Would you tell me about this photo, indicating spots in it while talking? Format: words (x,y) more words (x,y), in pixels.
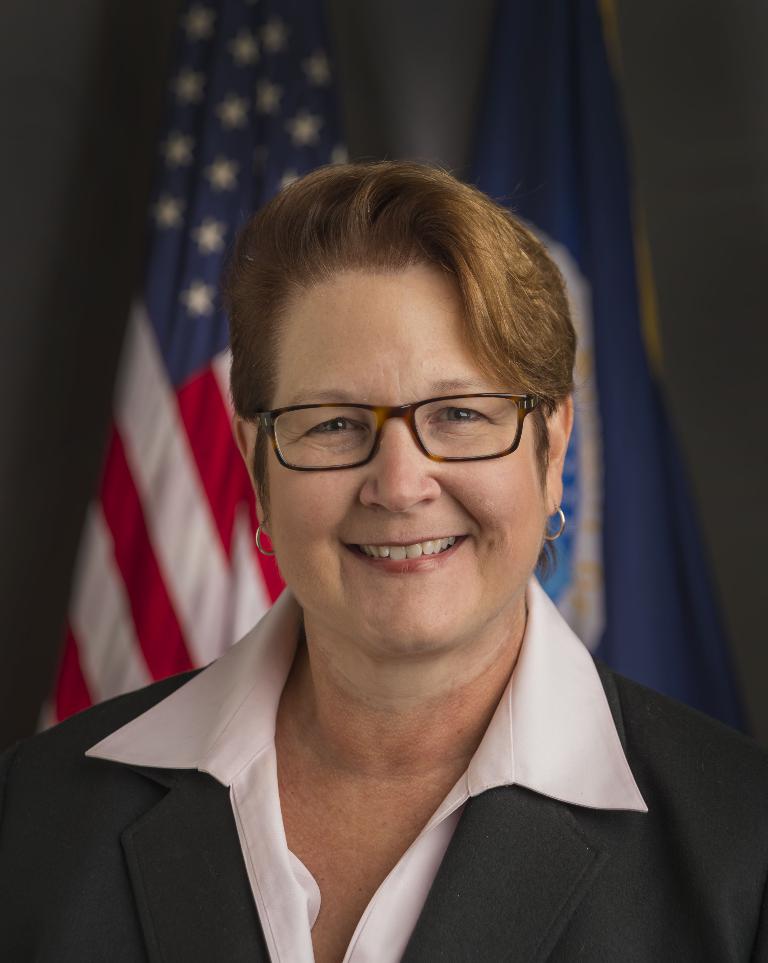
In this image we can see a woman (372,510) wearing the glasses (381,434) and smiling. In the background (227,367) we can see the flags (638,549).
